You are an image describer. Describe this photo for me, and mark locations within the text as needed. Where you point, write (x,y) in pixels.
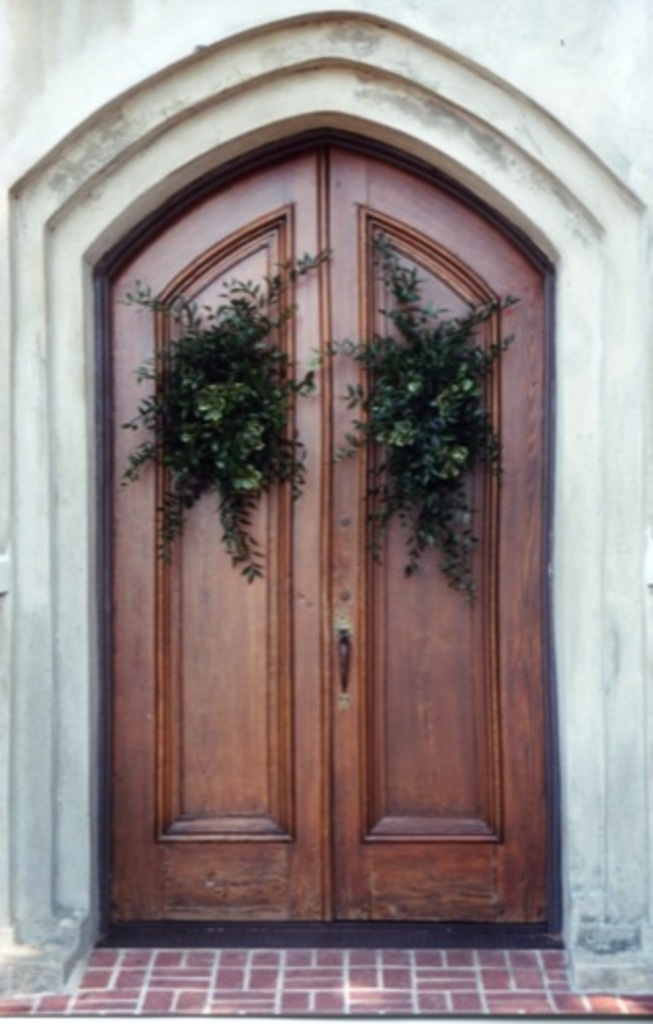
In this picture there is a building (200,187). in the center (411,471) we can see the plants (478,376) which is kept on the wooden door (362,652). At the bottom (352,1009) we can see the floor (332,992).
